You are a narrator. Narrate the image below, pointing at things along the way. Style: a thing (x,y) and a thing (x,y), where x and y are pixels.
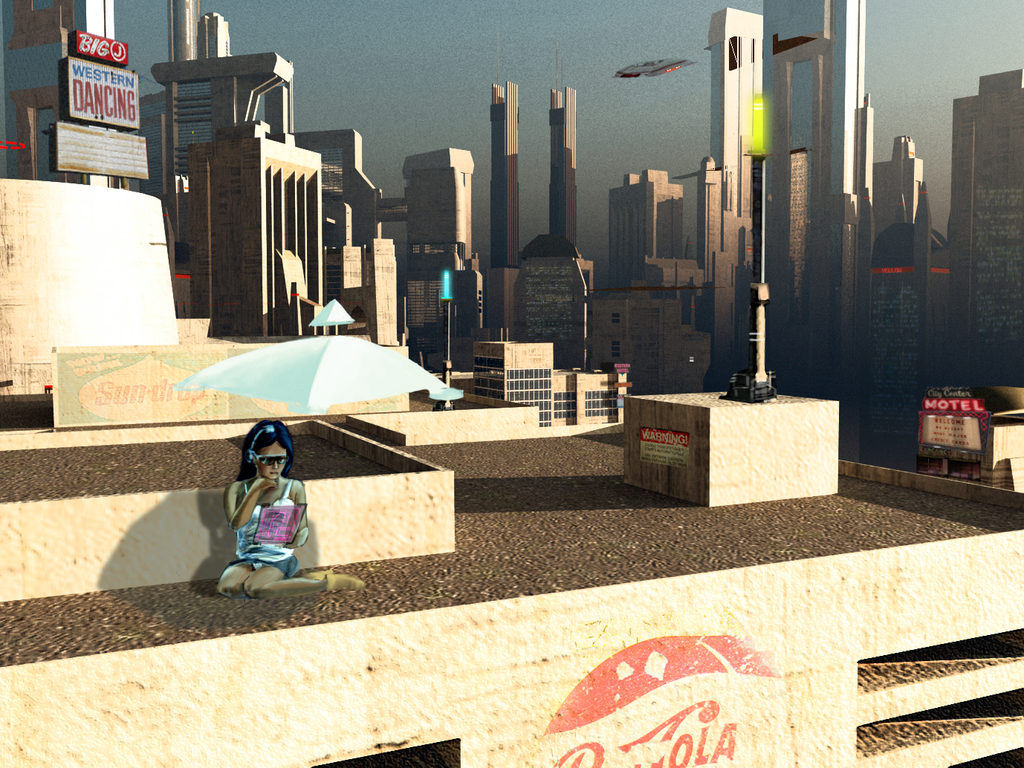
In this picture we can see a girl (292,571) sitting on the ground (452,581), here we can see buildings (793,330), name boards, poles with lights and some objects (777,453) and we can see sky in the background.
